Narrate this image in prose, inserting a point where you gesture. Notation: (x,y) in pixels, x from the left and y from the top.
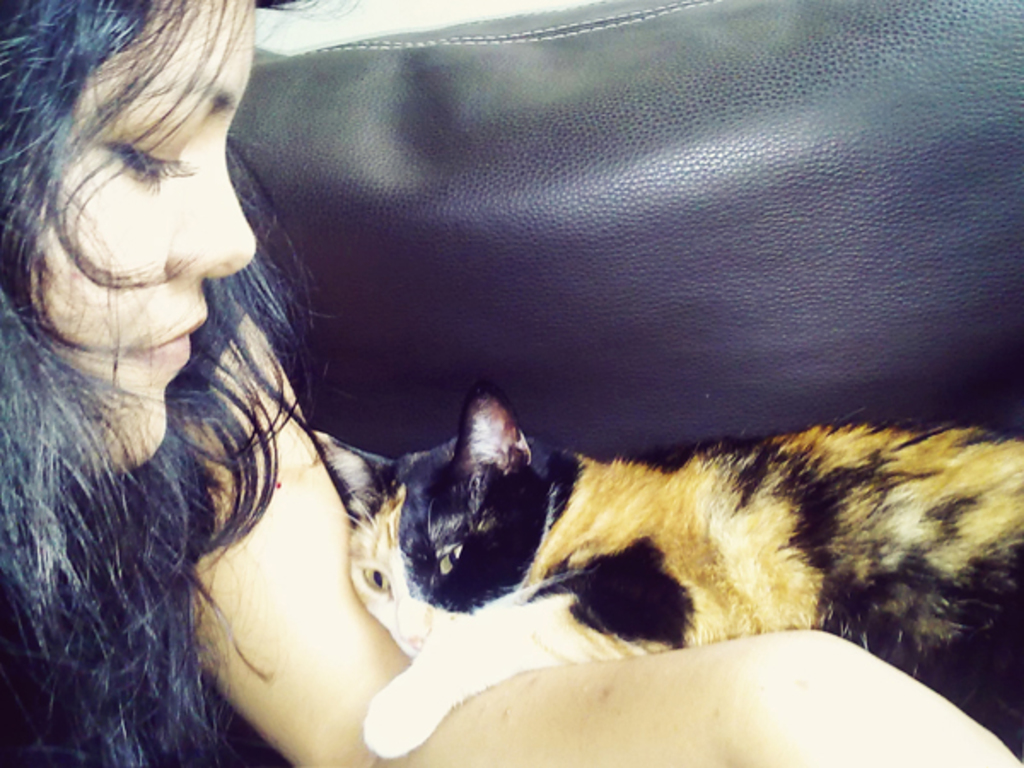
In this image, on the left side (169,427), we can see a woman (62,411) sitting on the couch (799,11). On the right side (791,449), we can see a cat (786,522) lying on the hand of a woman (250,10). In the background (869,243), we can see a couch (711,10) which is in black color.
